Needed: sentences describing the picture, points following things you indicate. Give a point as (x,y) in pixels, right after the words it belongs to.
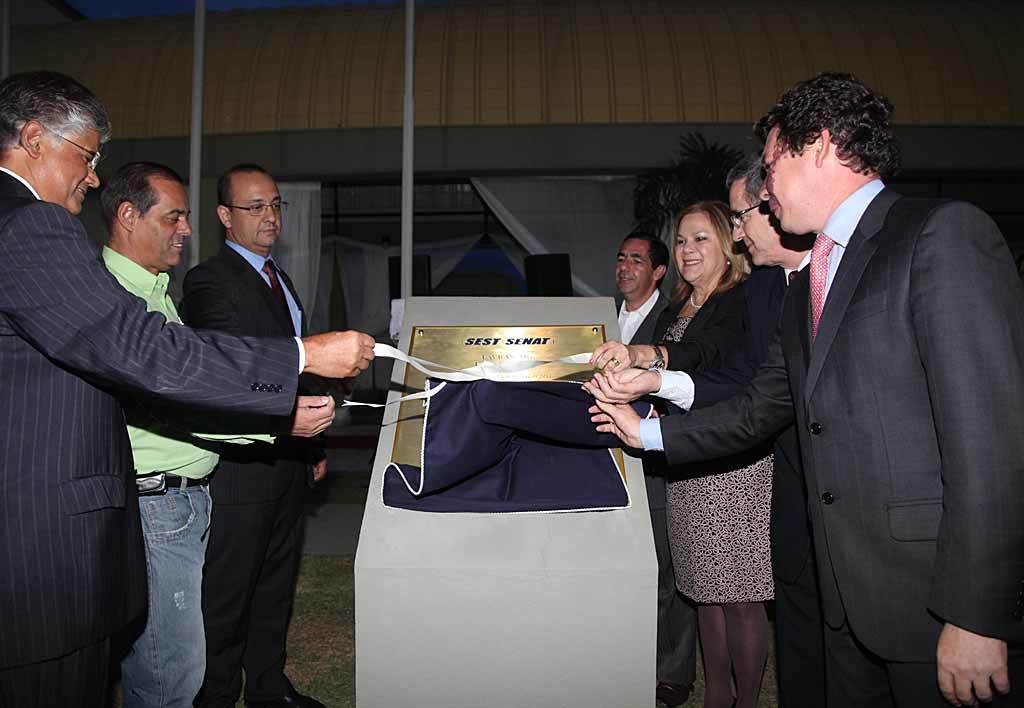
This image is consists of many people (258,320). In the front (480,585), we can see a memorial stone (473,554). On the left (253,398) and right, the two men (968,277) are wearing suits (800,316). In the background (495,188), we can see a shed (445,169) along with a wall (373,164).
